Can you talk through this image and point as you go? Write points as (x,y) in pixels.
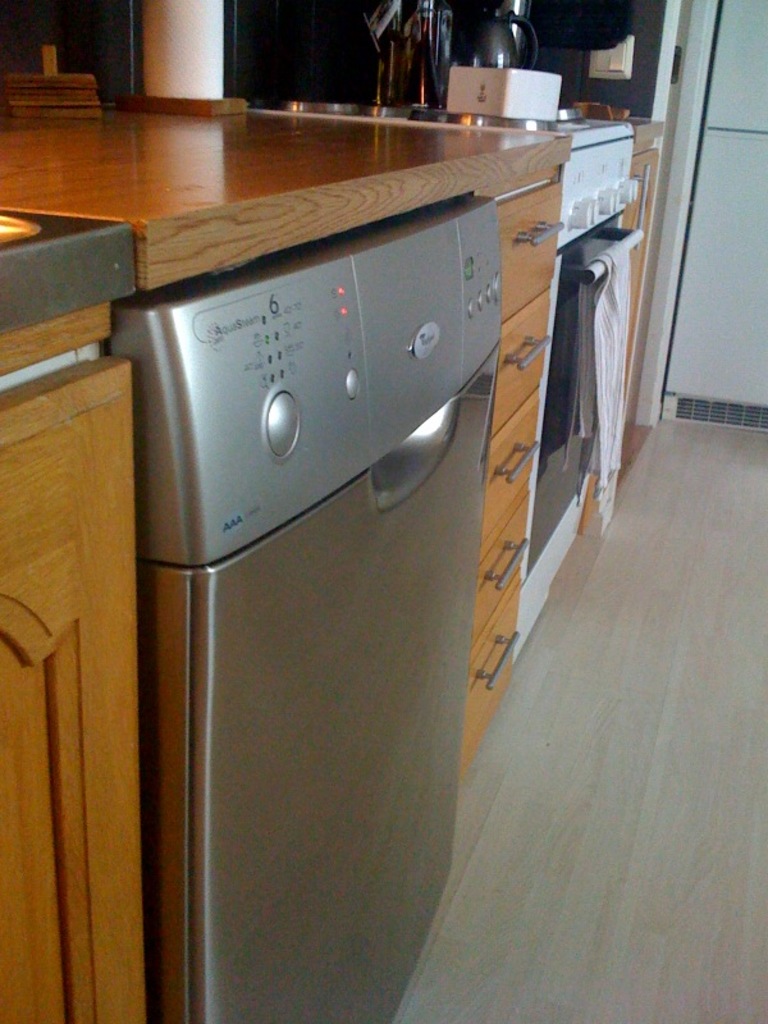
In the picture there is a wooden table (23,167). Under the table (15,173) there is a dishwasher (333,504), cupboards (82,721), storage drawers (508,509), oven (575,256), stove (562,236).
